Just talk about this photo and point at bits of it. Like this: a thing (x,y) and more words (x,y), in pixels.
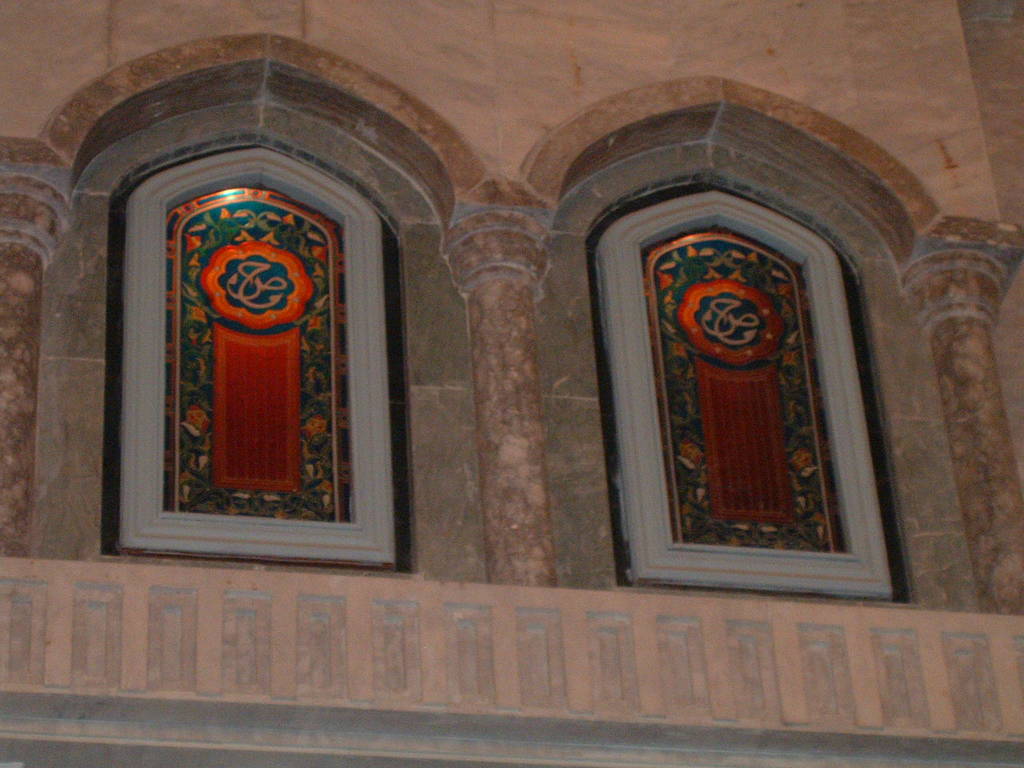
In this image I can see it looks like there are stained glasses (693,459).
